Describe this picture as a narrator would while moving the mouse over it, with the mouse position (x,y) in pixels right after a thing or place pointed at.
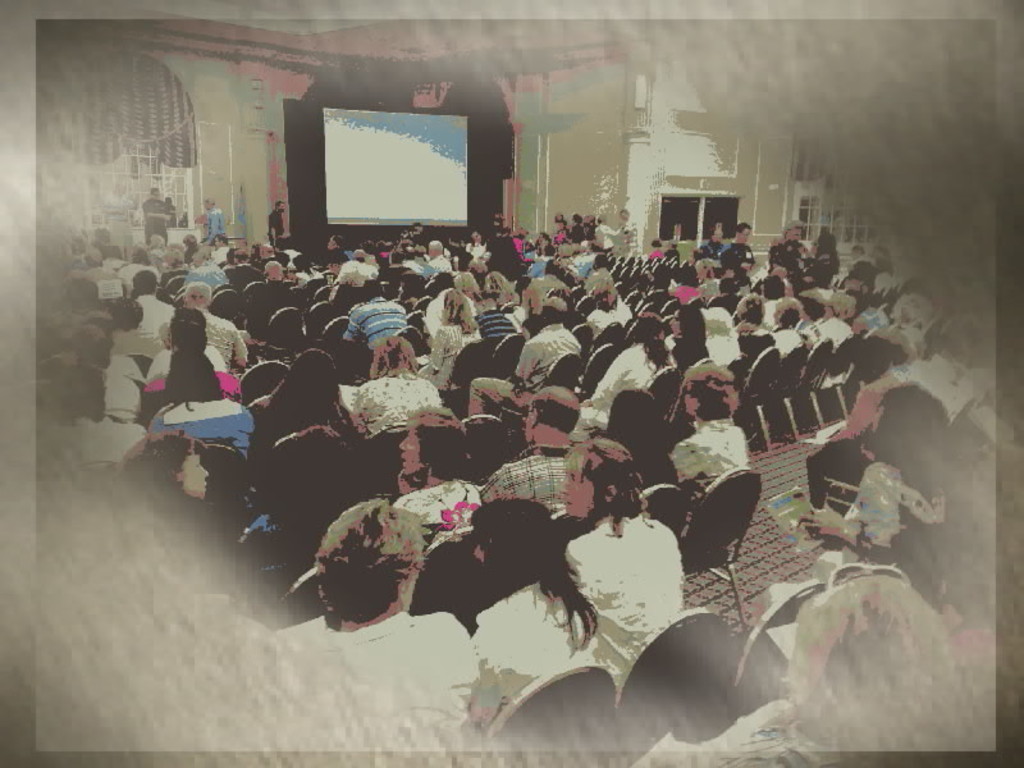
This is an edited image we can see people (600,578) sitting on chairs (505,341), there are people (732,326), there are windows (105,205). And there is a screen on the wall (577,170) in the background (436,168).
